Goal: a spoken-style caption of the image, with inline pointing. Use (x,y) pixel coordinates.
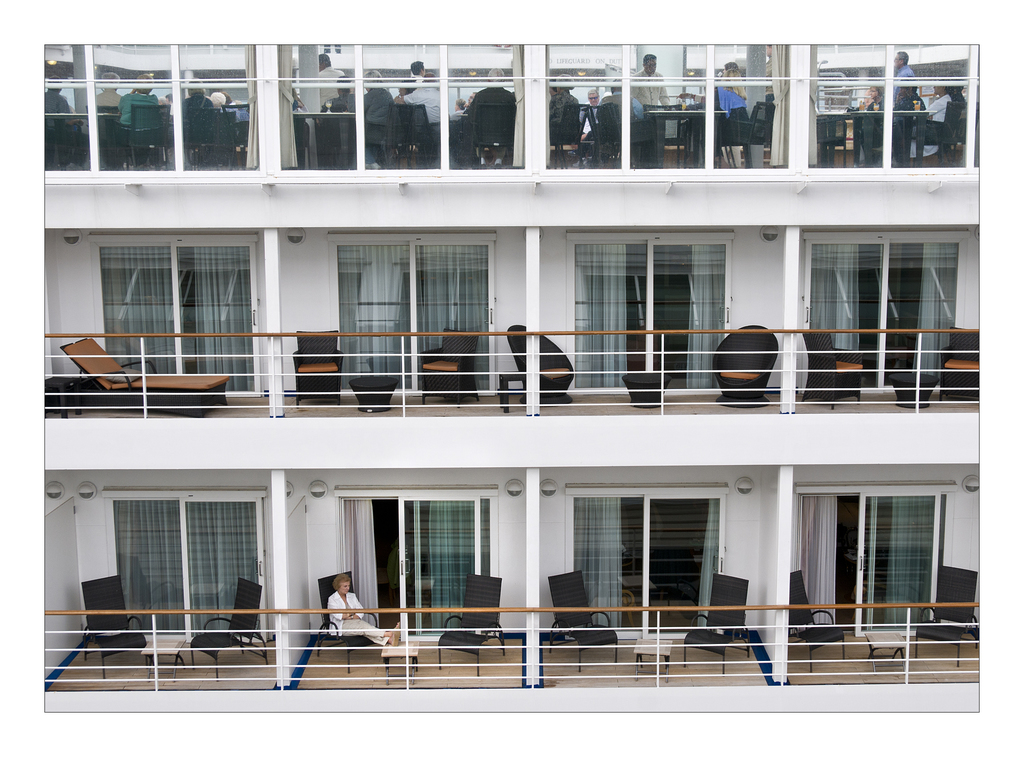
There is a white color building (641,366) which has few chairs (445,375) and few people (421,101) sitting in it.
